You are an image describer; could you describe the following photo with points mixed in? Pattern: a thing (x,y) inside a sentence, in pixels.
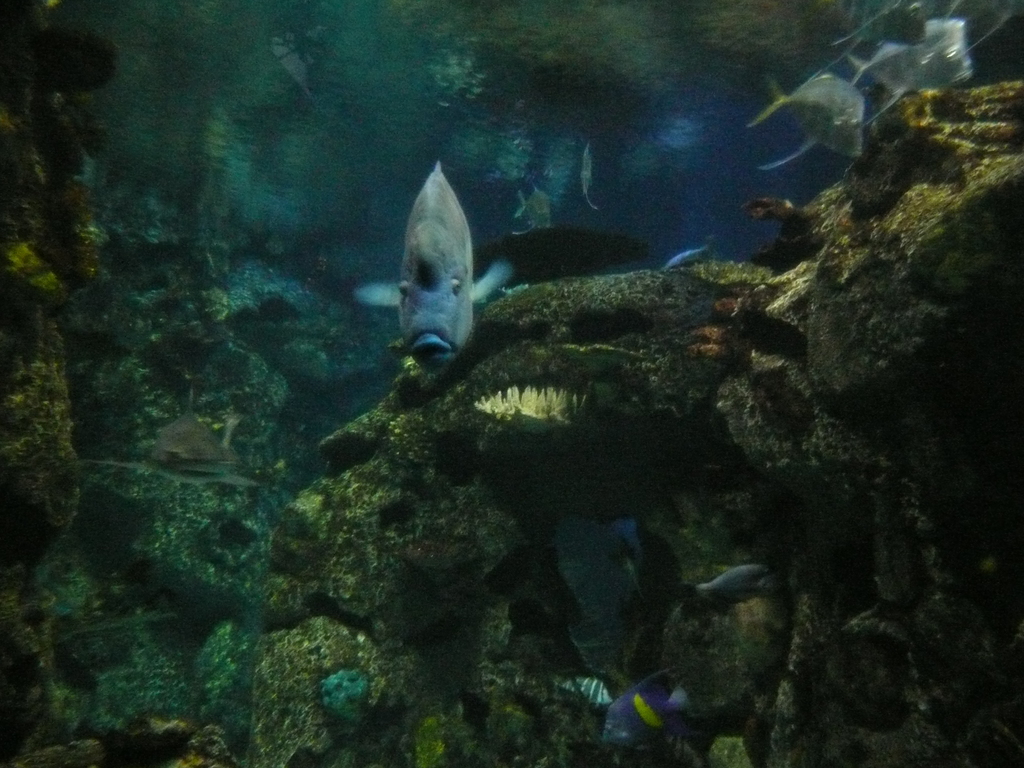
In this image we can see the fishes (406,293) in the water (346,293), there are water plants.
